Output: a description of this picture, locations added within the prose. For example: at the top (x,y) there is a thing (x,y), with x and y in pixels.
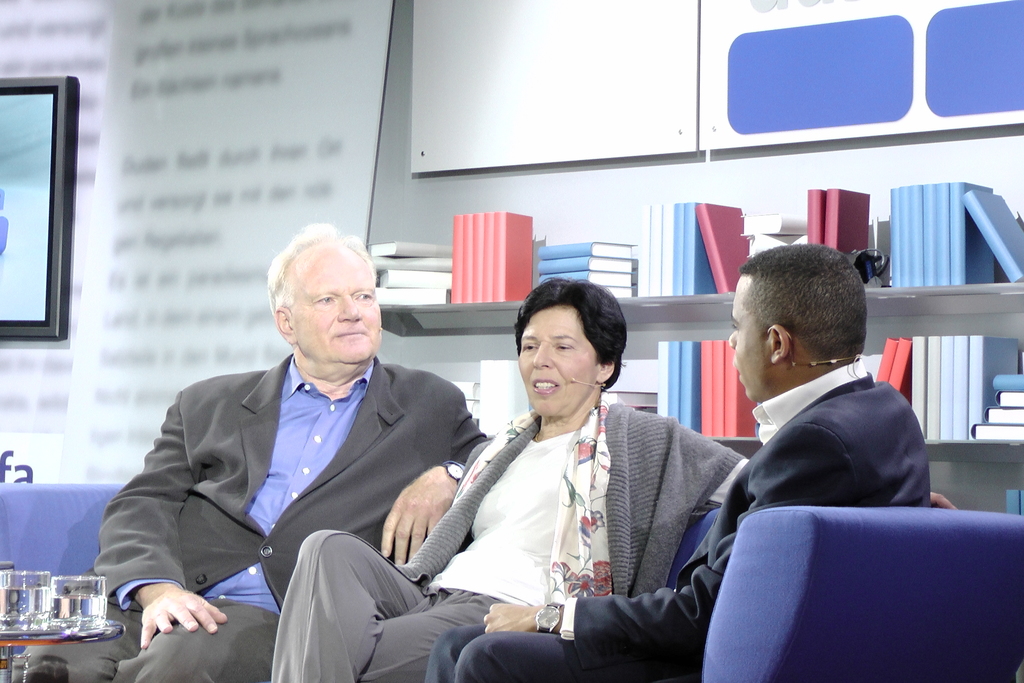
In this image I can see three people (424,548) sitting on the couch (793,633). These people (563,632) are wearing the different color dresses (491,562) and the couch (765,544) is in purple color. In the back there are books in the rack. To the left (39,243) I can see the screen (36,204) and there is a board (118,106) in the back (196,127).
